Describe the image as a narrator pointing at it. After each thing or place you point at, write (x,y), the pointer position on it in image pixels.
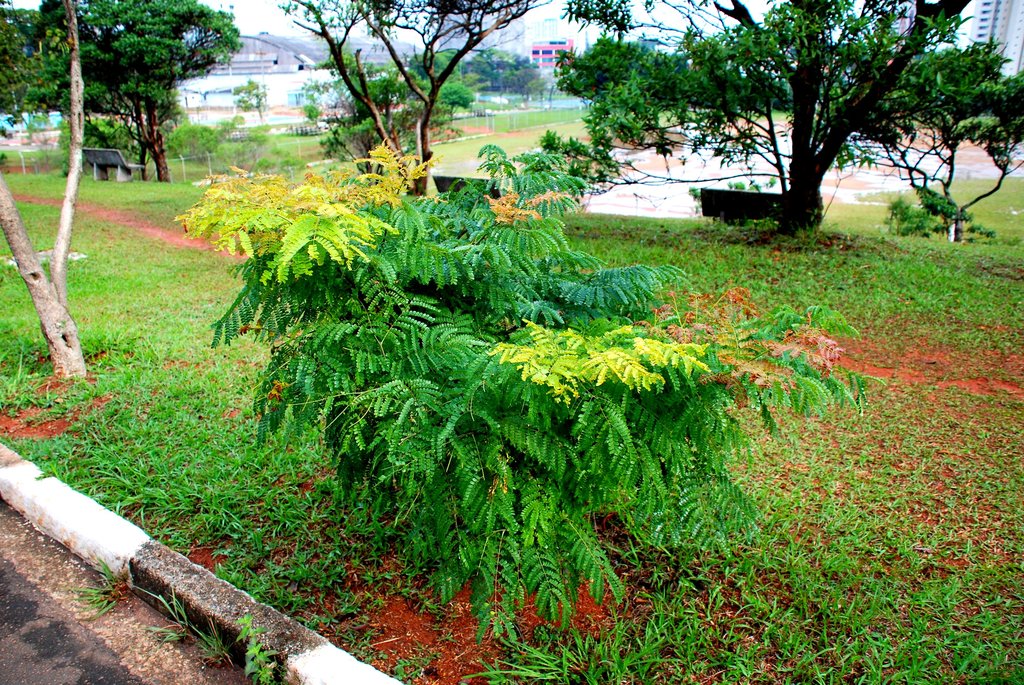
This picture is clicked outside. In the foreground (200,477) we can see the green grass (82,400) and plants (583,322). In the background (41,118) we can see the benches (101,161), trees (386,67) and buildings (319,57) and the sky (261,2).
